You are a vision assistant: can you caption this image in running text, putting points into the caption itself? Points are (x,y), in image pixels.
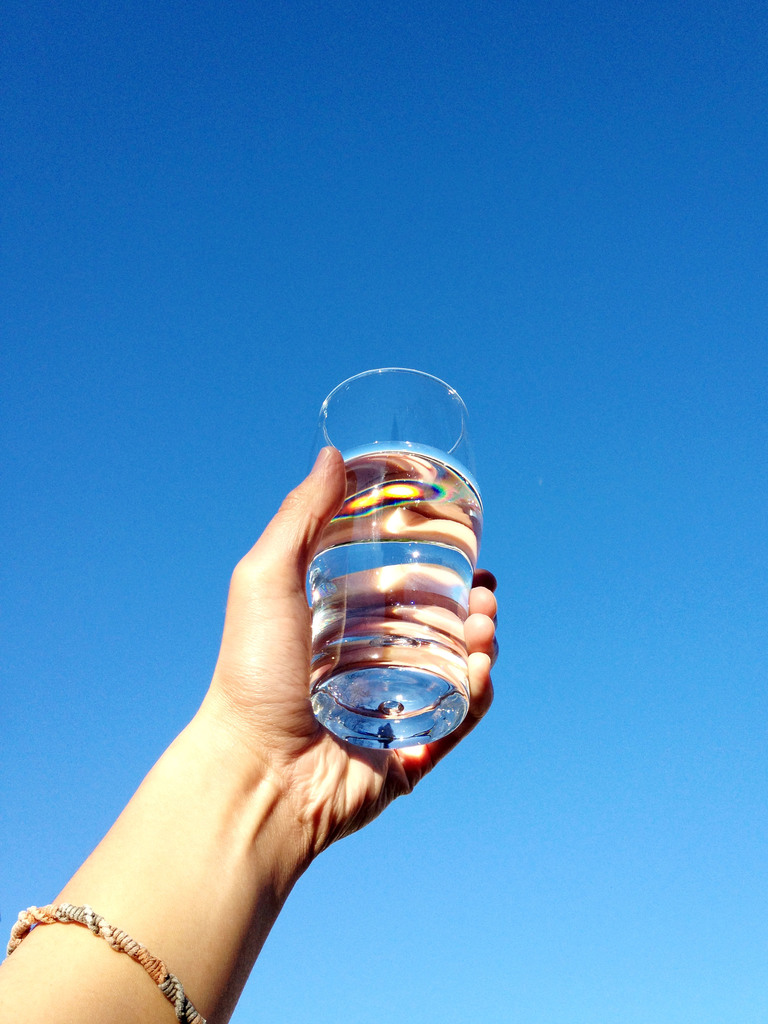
In this picture we can see a person's hand (327,741) is holding a glass (433,736) and in the background (519,146) we can see the sky (341,329).
